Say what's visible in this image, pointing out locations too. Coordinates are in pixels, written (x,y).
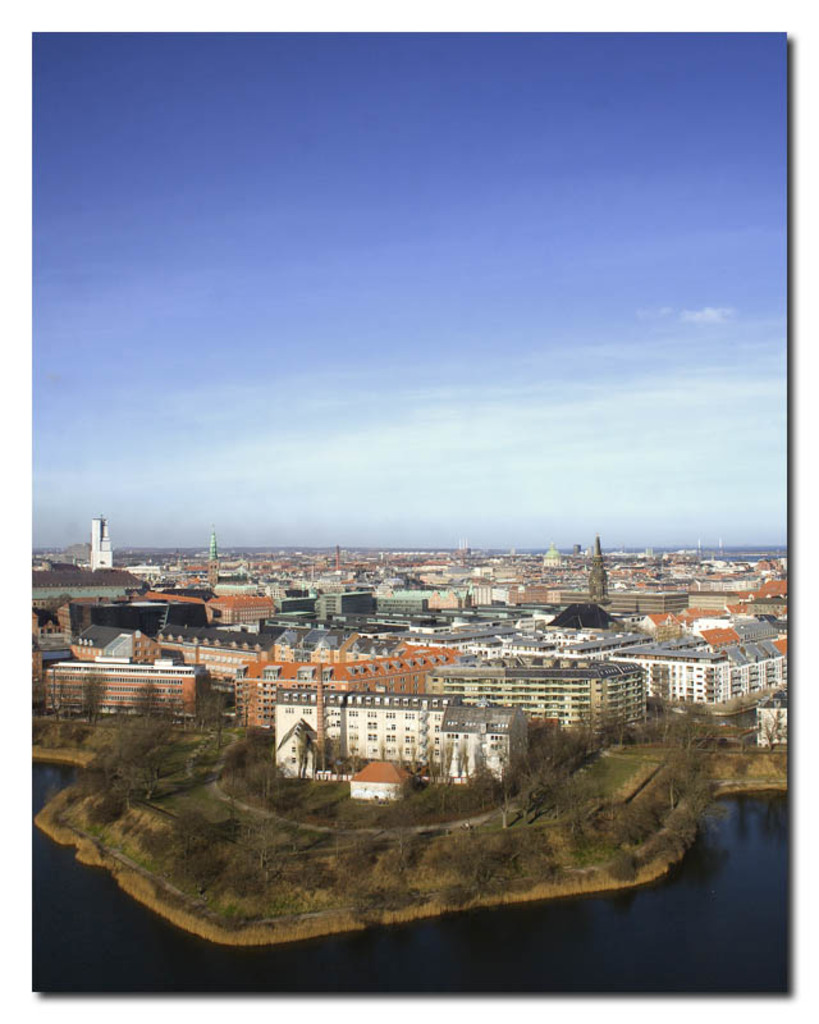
This is a photo. This is an aerial view. In this picture we can see the buildings (407,609), trees (633,839), towers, roofs (417,633), grass (107,732) and ground (616,777). At the bottom of the image (744,960) we can see the water (495,976). At the top of the image (486,282) we can see the clouds (517,482) in the sky (536,449).
